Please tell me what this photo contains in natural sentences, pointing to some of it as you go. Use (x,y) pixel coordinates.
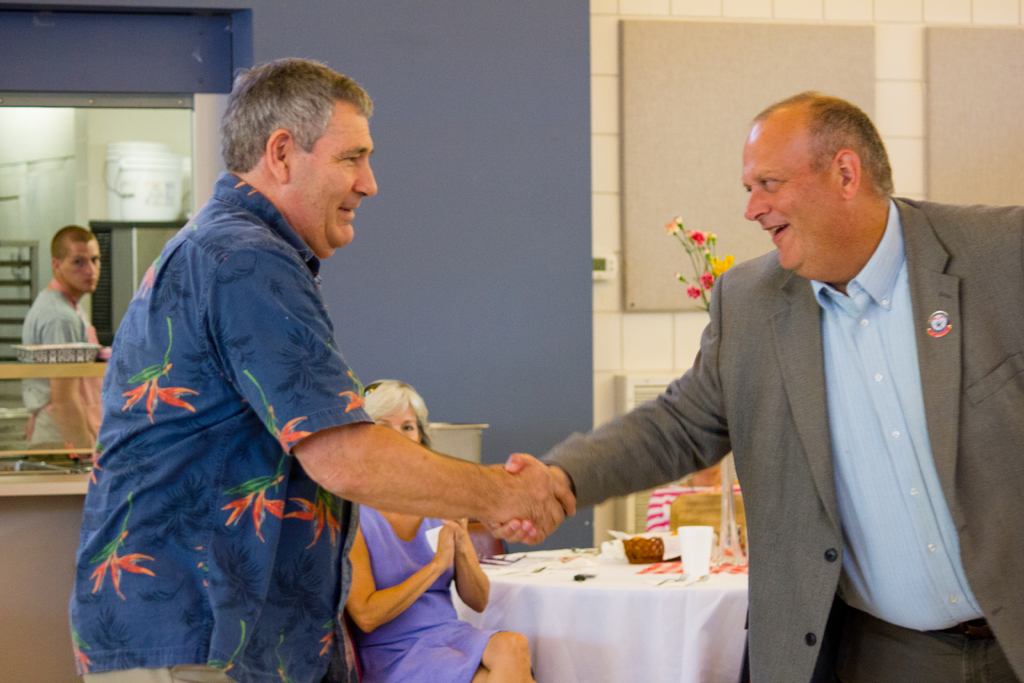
In this image, we can see people (321,375) and one of them is holding hands (526,468) of another person (675,427). In the background (630,559), there is a flower vase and some objects (600,553) and a cloth (601,566) are on the table (603,565) and we can see some stands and there are buckets (170,160) and there is a wall (388,148). There is a lady (415,612) sitting on the chair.
